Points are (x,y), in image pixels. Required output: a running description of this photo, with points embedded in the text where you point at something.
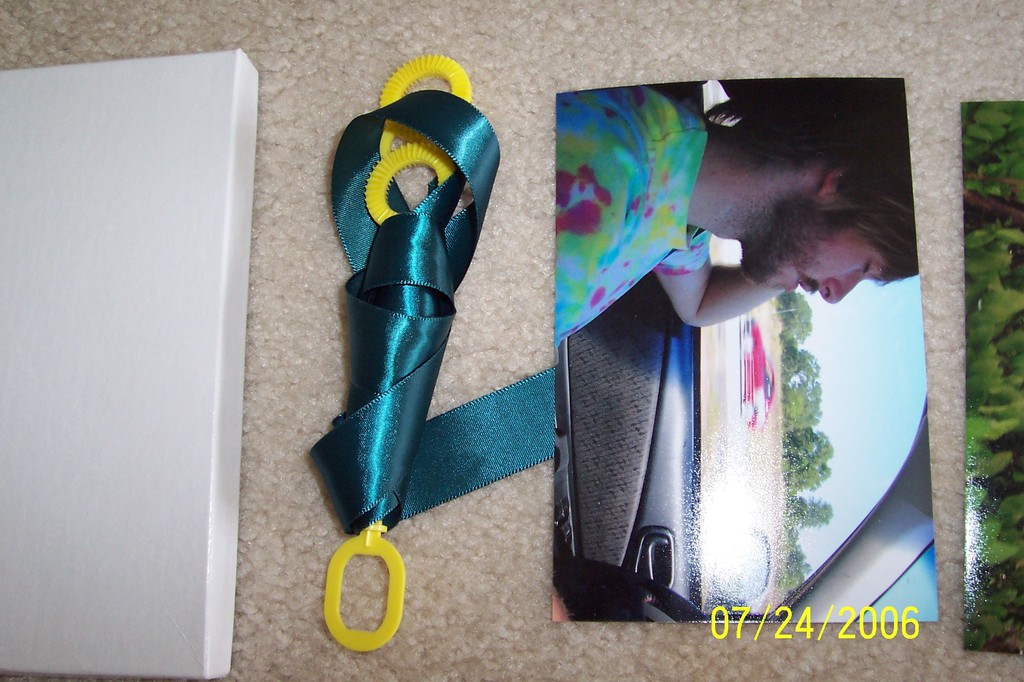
In this picture we can see photographs (623,390), ribbon (544,381) and some objects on a platform (492,384), in the bottom right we can see some numbers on it.
